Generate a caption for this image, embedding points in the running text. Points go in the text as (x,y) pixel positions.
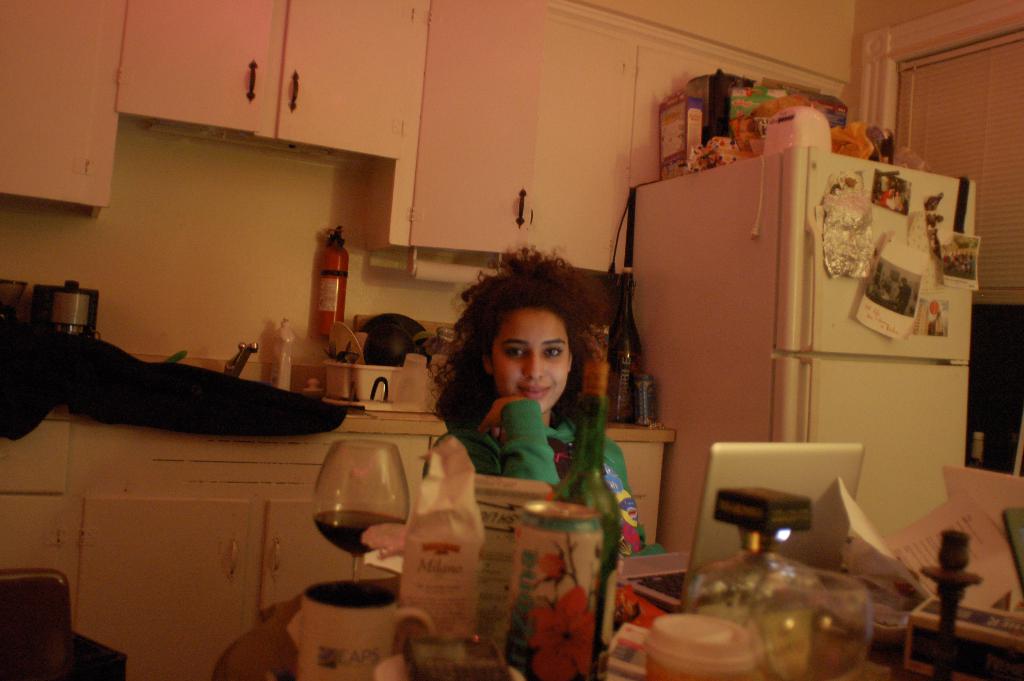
In the middle of the image (544,375), there is a woman (557,371) sitting on the chair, in front of the table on which glass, cans (552,564), laptop (681,556), papers (909,570), boxes (495,632) and tea cups (417,626) are kept. In the background (532,100) there are shelves (464,162) in the kitchen (607,171). In the right (804,156), fridge (741,409) is there white in color. The wall (800,29) is white in color. In the top right (919,27), window (980,135) is visible. This image is taken inside a kitchen (415,102).
